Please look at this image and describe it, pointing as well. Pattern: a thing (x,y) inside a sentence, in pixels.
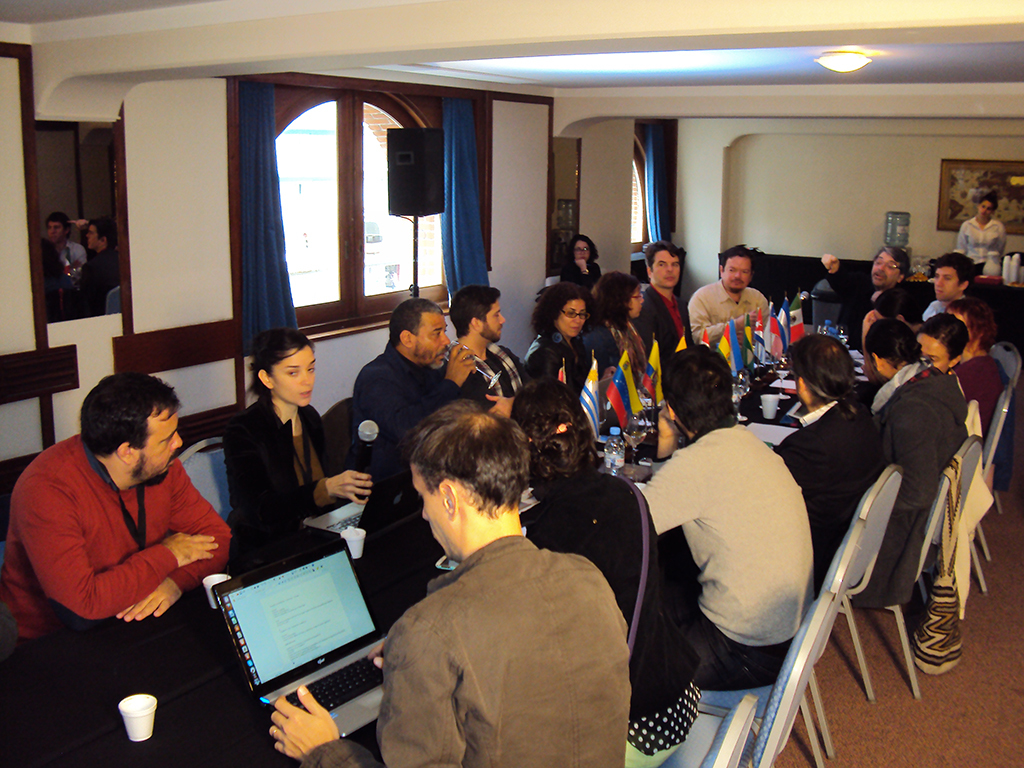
The image is inside the room (1008,159). In the image there are group of people (596,536) who are sitting on chairs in front of a table (143,743) on left side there is a man (420,602) who is holding his laptop (350,661) which is placed on table (177,715). On table (209,706) we can see some glasses (138,726), water bottle (608,456), flags (610,392), paper (755,429). On right side (961,248) we can see a woman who is wearing a shirt (975,242) is standing, in middle (363,261) there is a window (297,300) which is closed and it is also having blue color curtains (472,244) on roof (859,84) we can see a light (850,65) and bottom it is in red color mat (959,711).
